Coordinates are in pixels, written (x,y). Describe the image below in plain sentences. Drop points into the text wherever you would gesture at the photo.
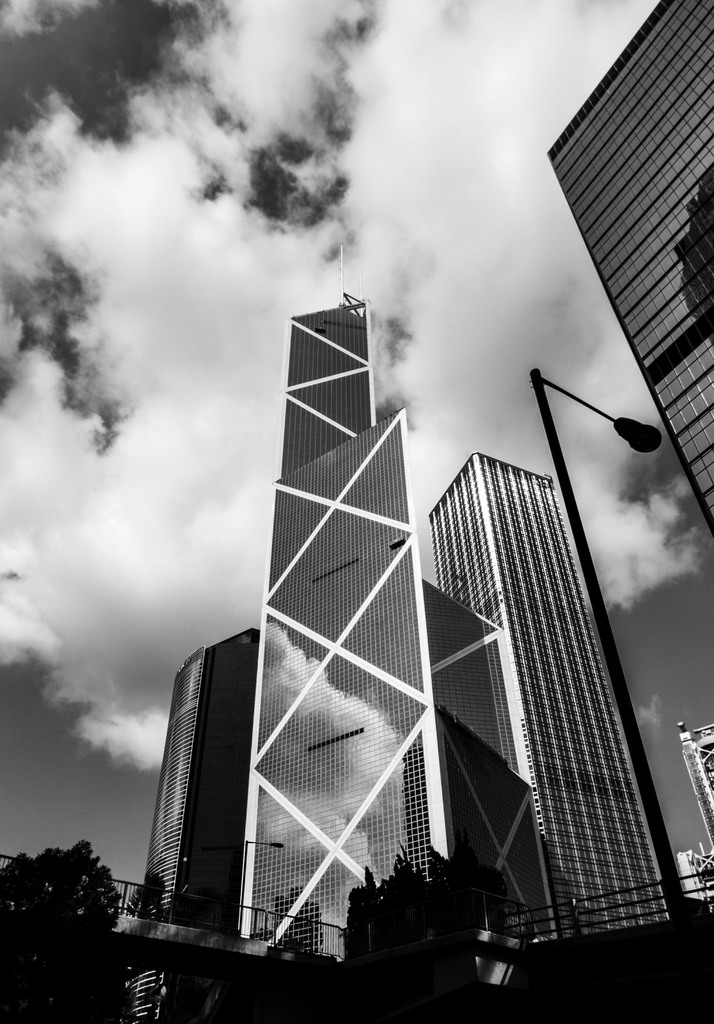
In this picture we can see trees (38,931), poles (627,697), buildings (520,742) and in the background (178,215) we can see the sky (465,320) with clouds (157,190).
